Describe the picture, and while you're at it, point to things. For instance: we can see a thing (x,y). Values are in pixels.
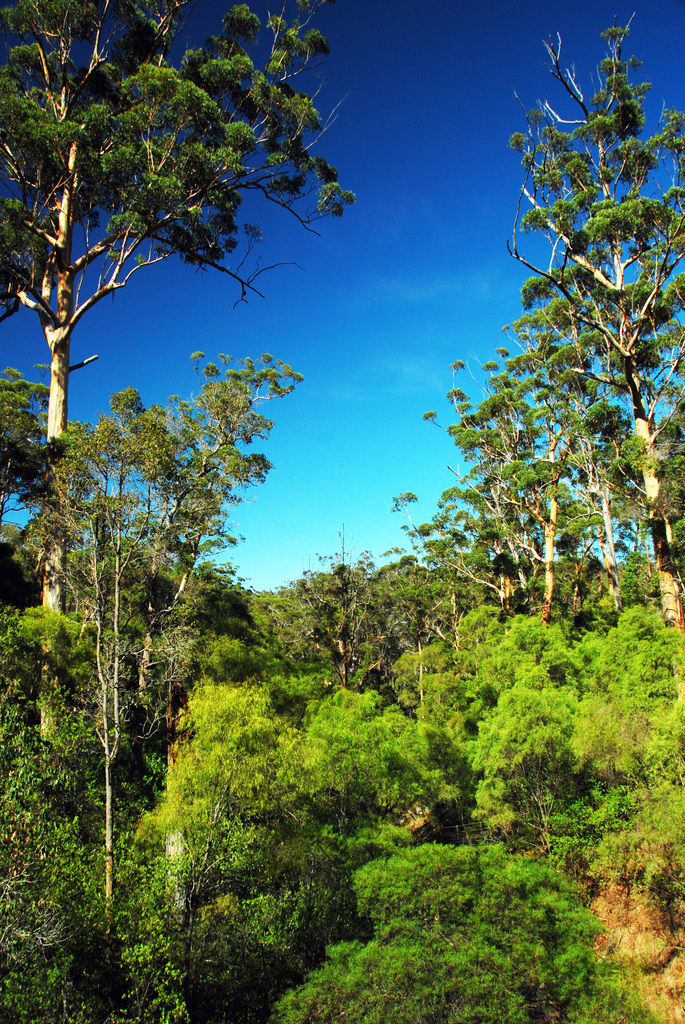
In this image I can see a forest (469,945), in the forest (489,549) I can see trees (481,552) and the sky (318,404) visible.
